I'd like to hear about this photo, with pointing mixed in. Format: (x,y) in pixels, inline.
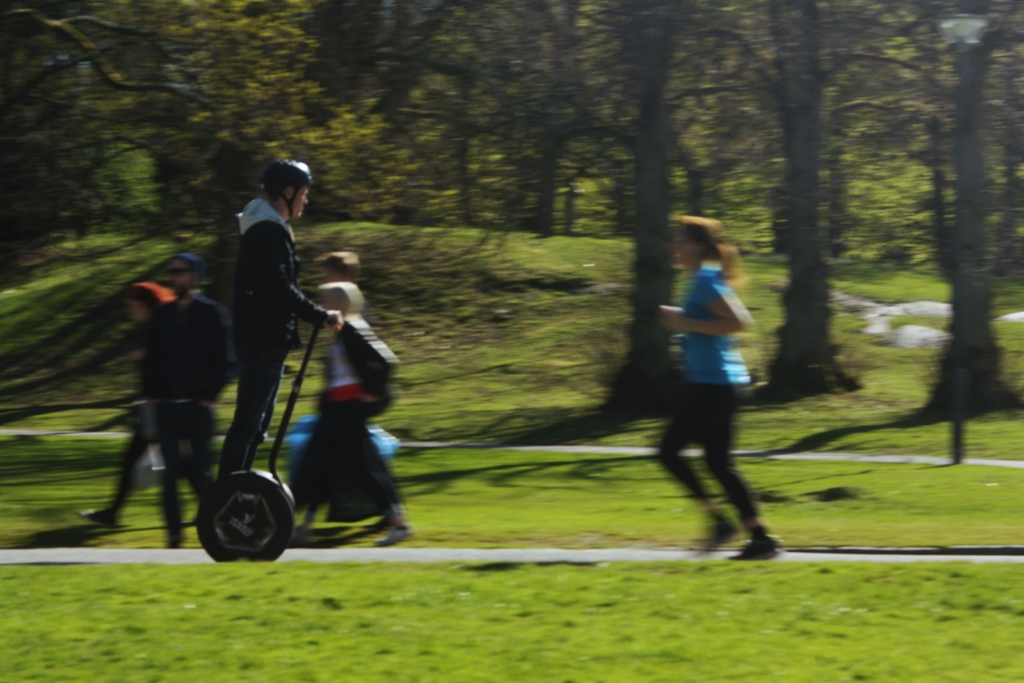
In this picture there are people (358,436) on the left side of the image (176,375) and there is a lady (707,224) on the right side of the image (688,407), there is grassland (405,307) at the bottom side of the image (659,466) and there are trees (554,73) at the top side of the image (463,131).
